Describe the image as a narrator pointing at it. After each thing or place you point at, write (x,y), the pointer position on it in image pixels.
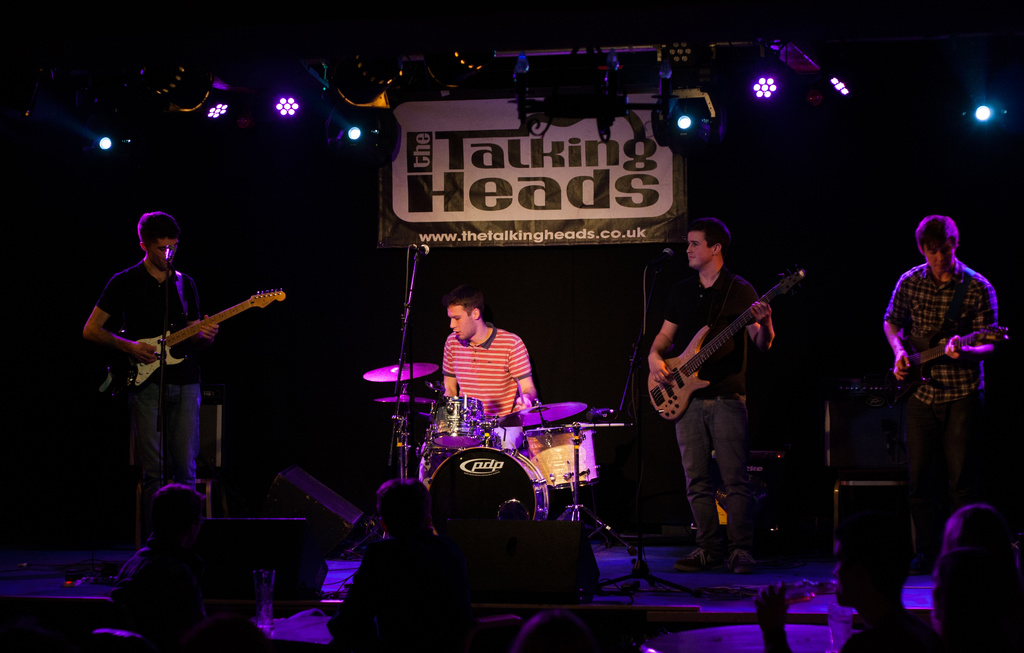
This looks like a stage show (349,442). There are three persons (722,377) standing and playing guitars (175,356). Here is a man (475,375) sitting and playing drums (540,442). I can see few people (867,596) sitting. At background (625,186) I can see a banner (640,196). These looks like a stage show lights (365,122).
